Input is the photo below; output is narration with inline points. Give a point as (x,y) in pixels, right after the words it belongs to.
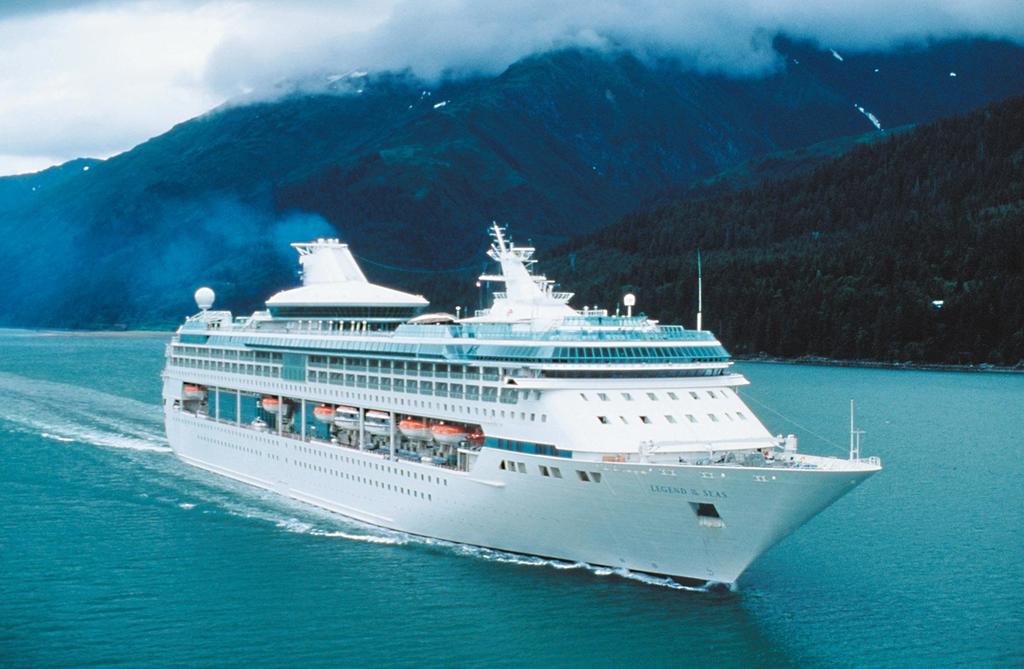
In this image we can see ship (671,359) in water (332,608). In the background (788,233), we can see mountains (331,83) and the sky (85,21).
